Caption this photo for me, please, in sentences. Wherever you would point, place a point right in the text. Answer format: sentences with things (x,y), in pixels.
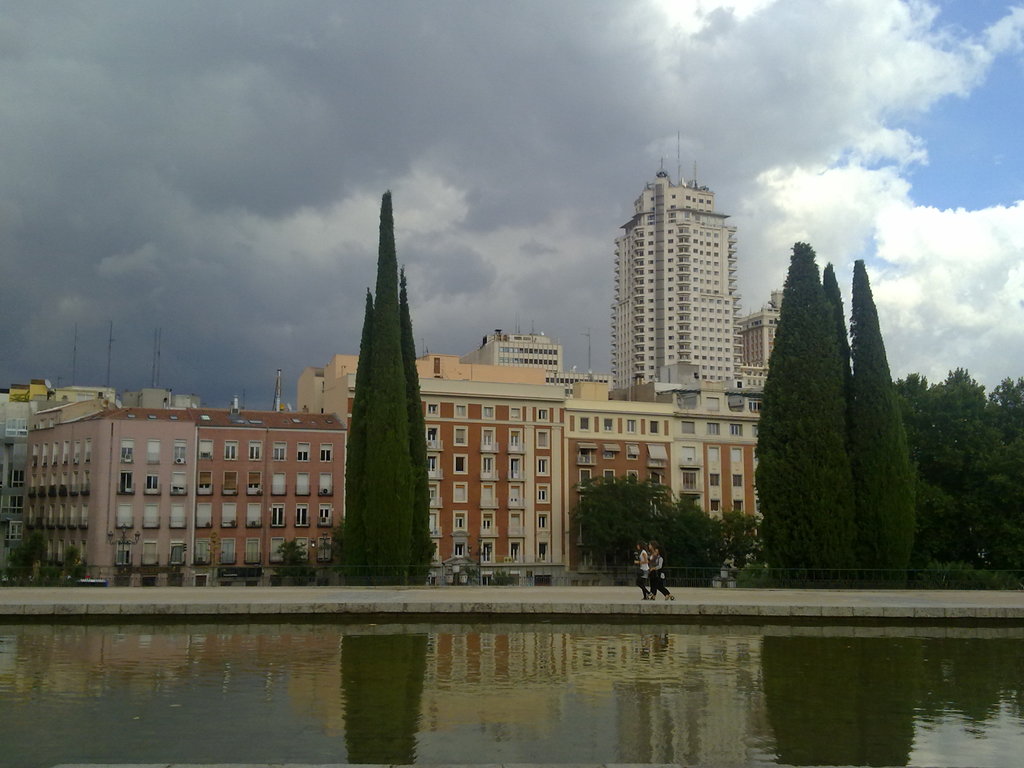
In the foreground of the image (758,735) we can see some water body (811,624), a road (149,588) on which some persons (647,593) are doing jogging. In the middle of the image (446,377) we can see the buildings (431,469) and trees (892,482). On the top of the image (748,211) we can see the sky (873,121).
